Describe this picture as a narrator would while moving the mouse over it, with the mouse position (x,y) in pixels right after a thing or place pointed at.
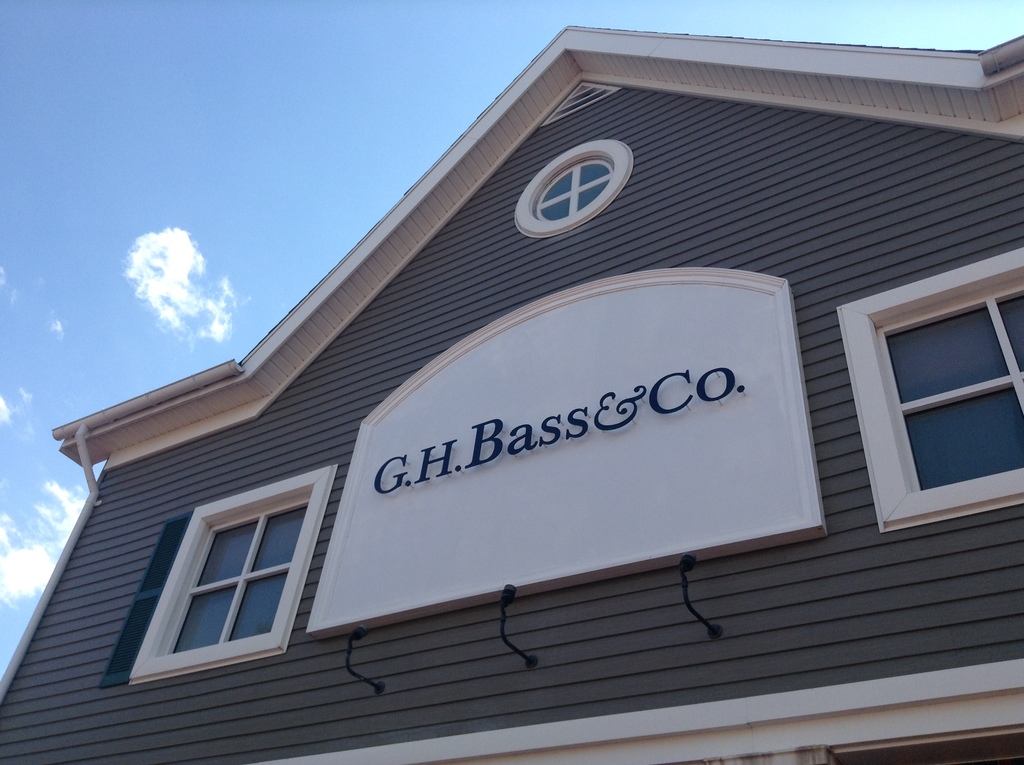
In the picture we can see a house (607,728) on it, we can see three windows (290,600) with a name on it G. H. Bass and Co and in the background (101,325) we can see a sky (221,322) with clouds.
